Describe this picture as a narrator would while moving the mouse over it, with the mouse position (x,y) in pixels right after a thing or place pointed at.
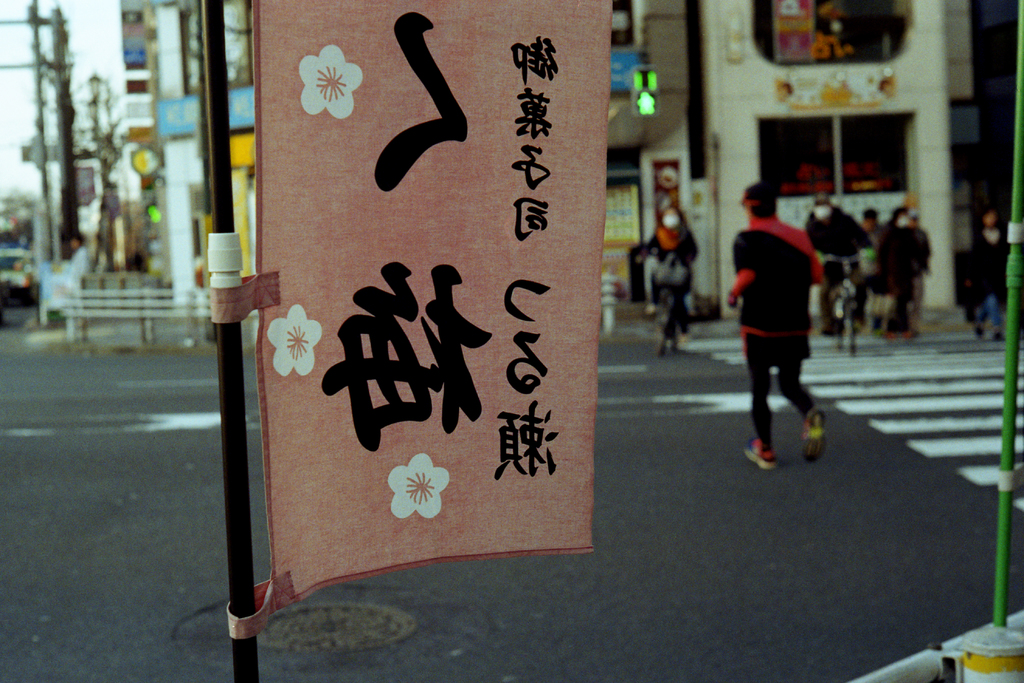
In the foreground (390,189) I can see a board (502,342), pole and a crowd (884,233) on the road (840,509). In the background (720,255) I can see buildings (233,144), fence (99,293), light poles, vehicles (24,287) and the sky (95,16). This image is taken may be during a day.
